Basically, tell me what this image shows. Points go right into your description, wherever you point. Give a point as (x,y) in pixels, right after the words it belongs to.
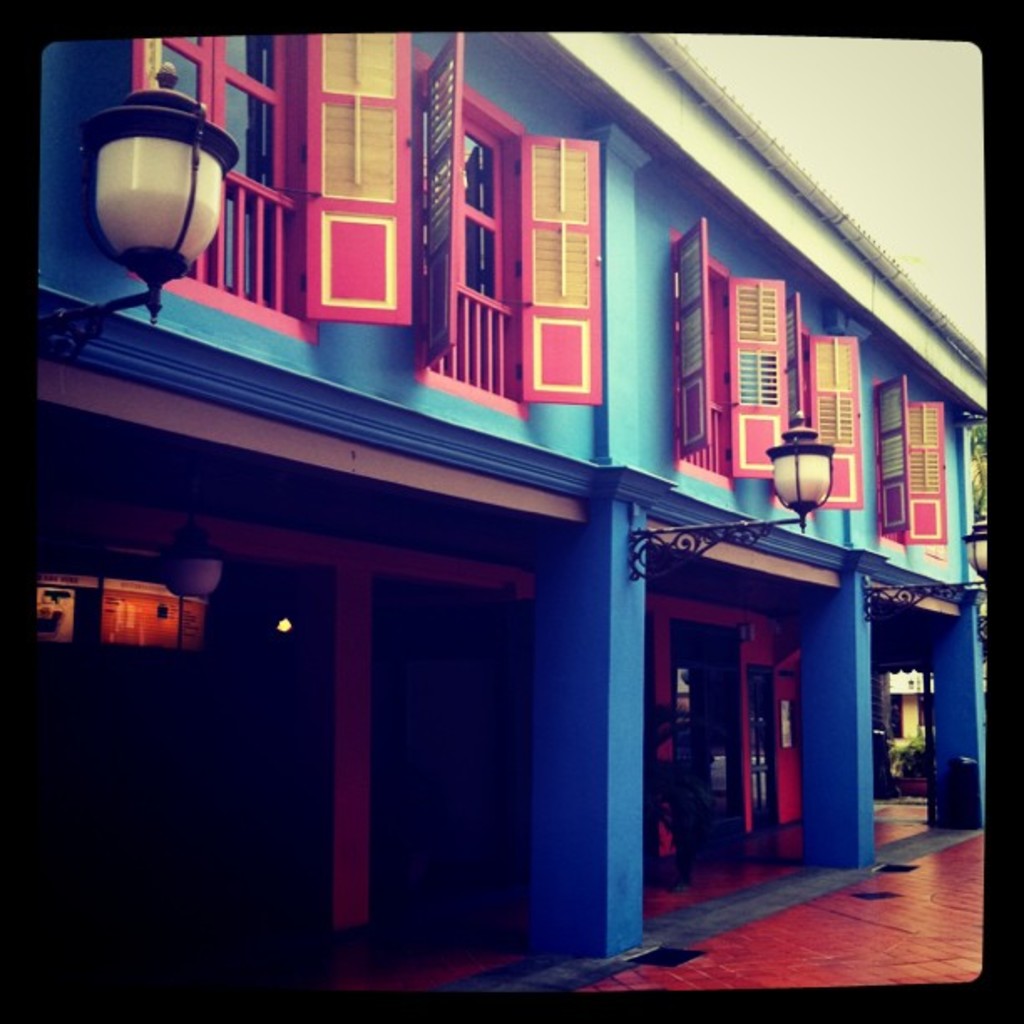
In this image we can see windows (491,194), lights (120,211), pillars (980,709) and building (491,482). In the background (804,89) there is sky (765,126).
